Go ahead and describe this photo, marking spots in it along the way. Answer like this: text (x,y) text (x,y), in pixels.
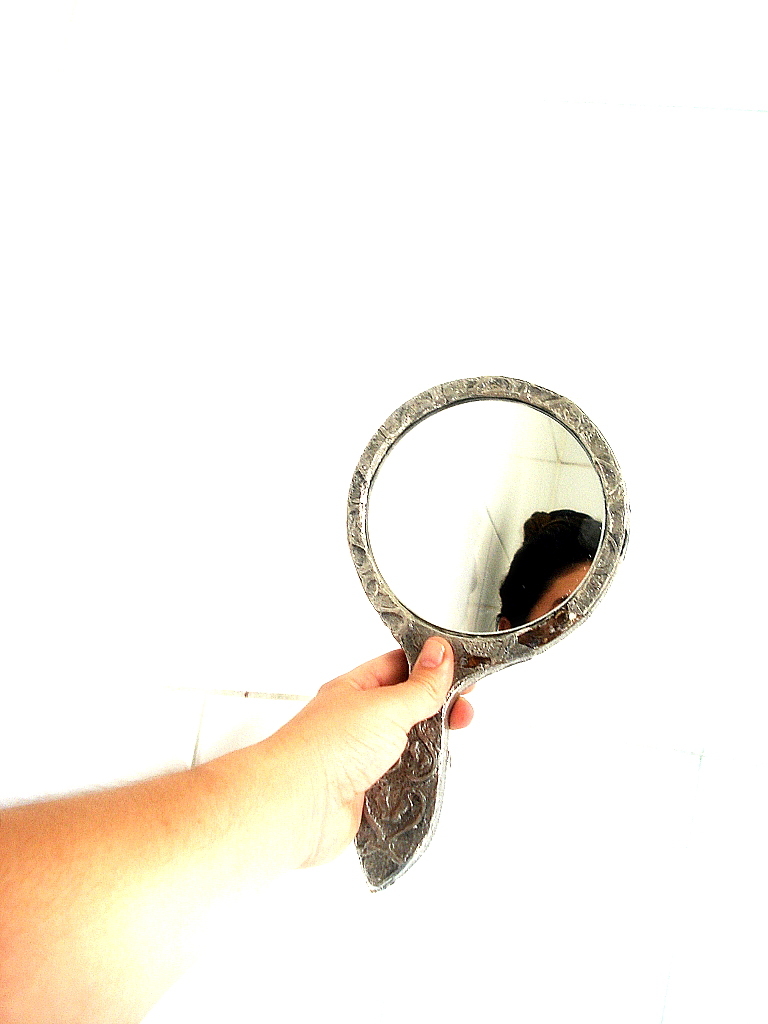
In the middle of the image (419,678) there is a hand (298,763) of a person (196,839) holding a hand mirror (430,505). In this image the background (165,85) is white in color.
